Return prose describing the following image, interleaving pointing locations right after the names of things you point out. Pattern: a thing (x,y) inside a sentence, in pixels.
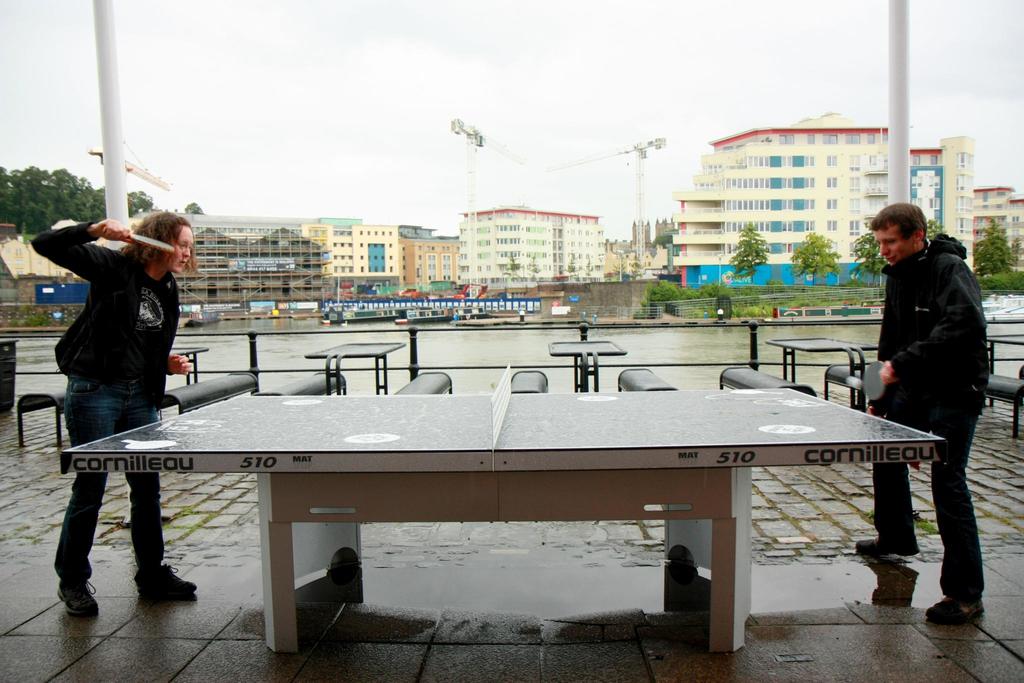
Here we can see a woman (127,257) standing on the floor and holding a racket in her hands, and in front here is the table (512,412) and at opposite a person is standing and playing, and at side here is the water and here are the trees (757,252) and are the building (525,236), and at above here is the sky (290,174).
